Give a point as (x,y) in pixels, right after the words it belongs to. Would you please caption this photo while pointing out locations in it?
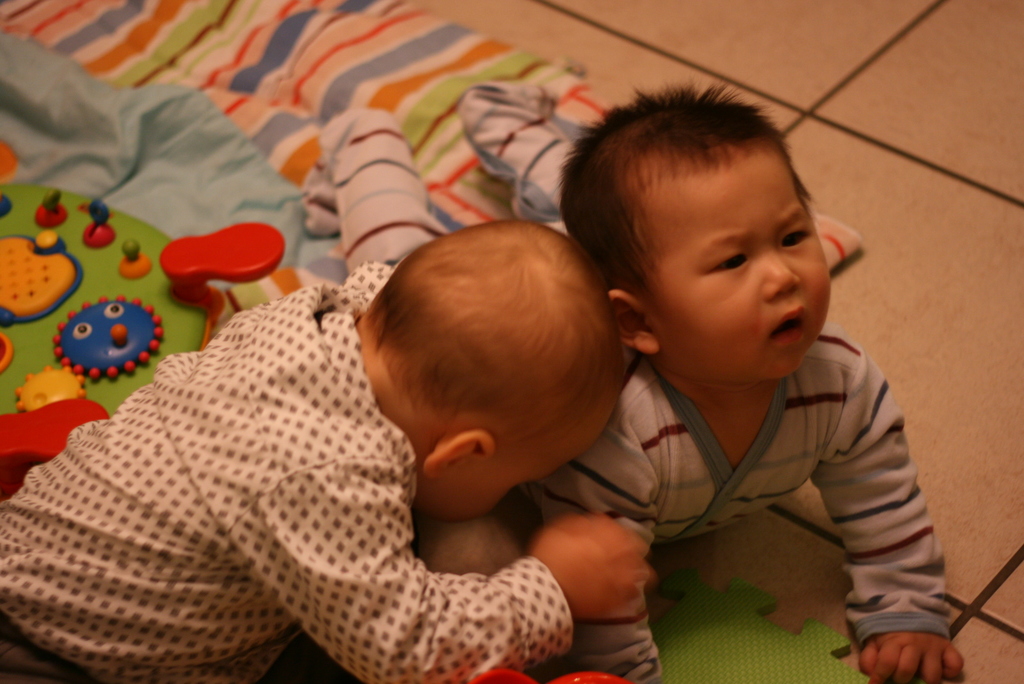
There is a baby (349,553) in a shirt (395,513), keeping head (490,505) on a shoulder (550,477) of another baby (794,262) who is lying on the floor (958,634), on which there is a cloth (487,175).
